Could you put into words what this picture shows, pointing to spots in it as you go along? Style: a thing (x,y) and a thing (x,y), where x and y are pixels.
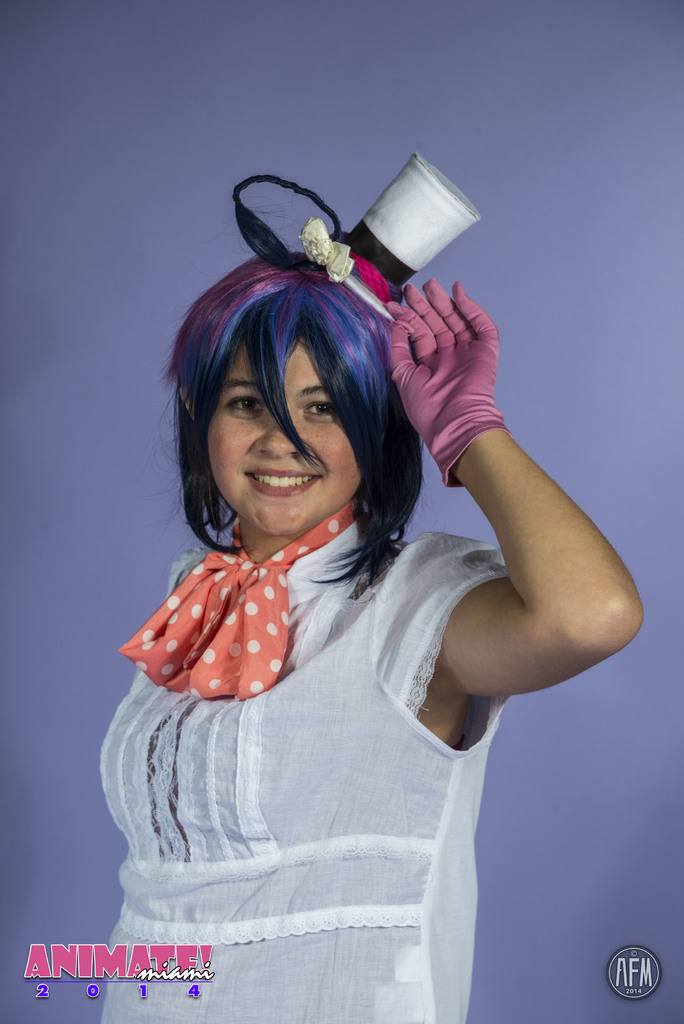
In the center of the image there is a lady (245,215) wearing a cap (440,232). At the background of the image (191,66) there is a wall (114,222).
